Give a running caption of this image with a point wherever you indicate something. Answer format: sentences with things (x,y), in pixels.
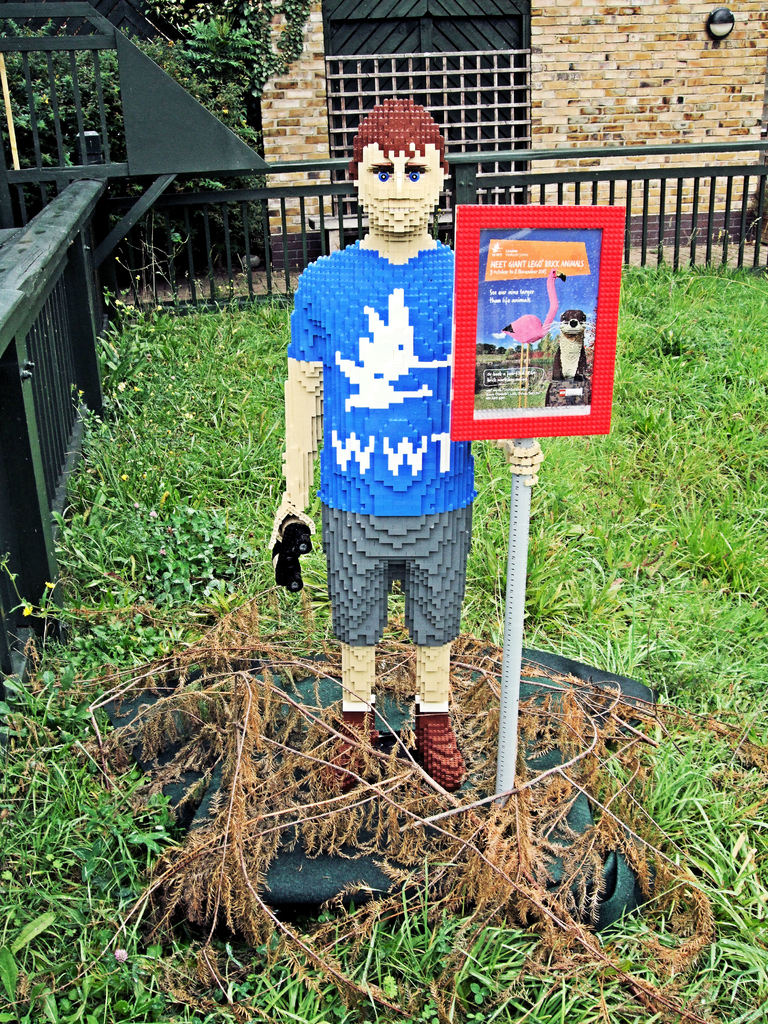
In the center of the image (369,673) we can see a statue (423,667). At the bottom (119,819) there is grass (128,822). In the background (71,253) there is a fence (71,253), a wall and a gate (510,81).
